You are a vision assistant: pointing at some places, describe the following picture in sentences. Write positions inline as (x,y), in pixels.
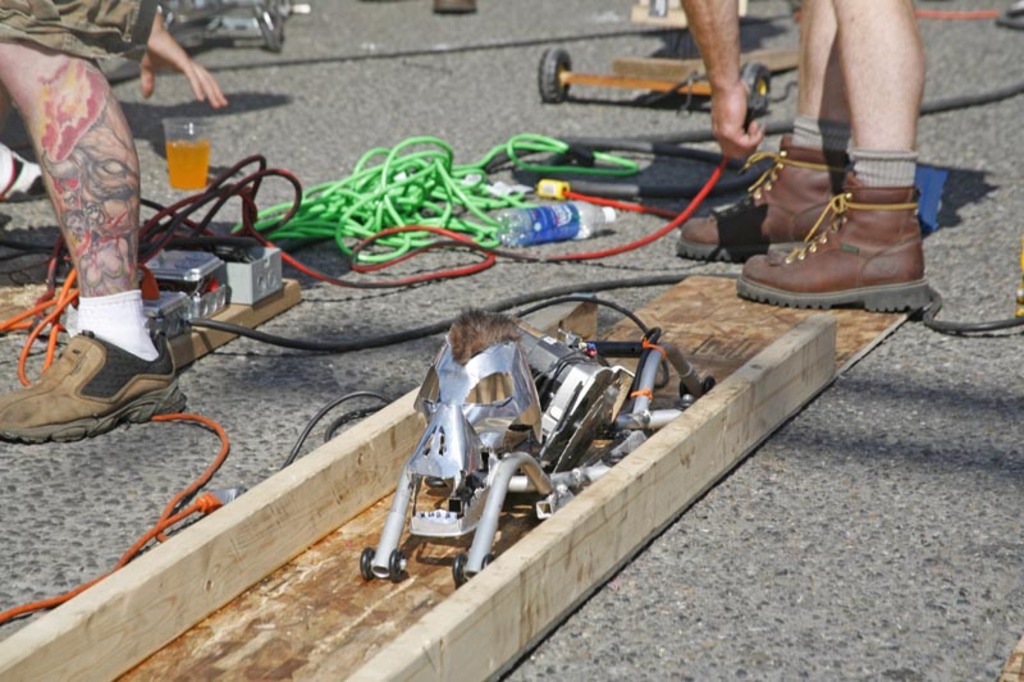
In this image we can see two persons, there are different color pipes (378,219) on the road (72,554), one person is holding the red color pipe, on the road (301,136) there is a water bottle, electrical switch board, juice glass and a wooden one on the wooden one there is robot (522,337).
